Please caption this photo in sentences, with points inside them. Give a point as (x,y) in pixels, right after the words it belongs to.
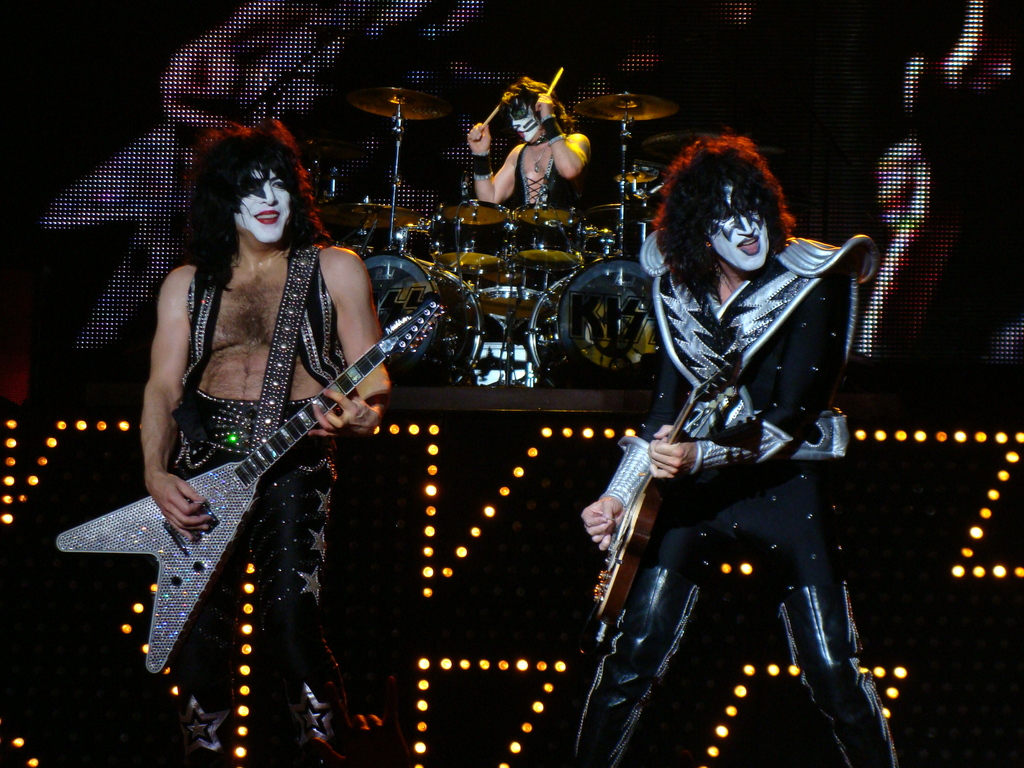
In this image I can see two persons (291,364) are standing and playing guitar (593,597) on the stage (379,567). Behind this people (295,318) I can see a person (526,176) is playing drums (501,255).
